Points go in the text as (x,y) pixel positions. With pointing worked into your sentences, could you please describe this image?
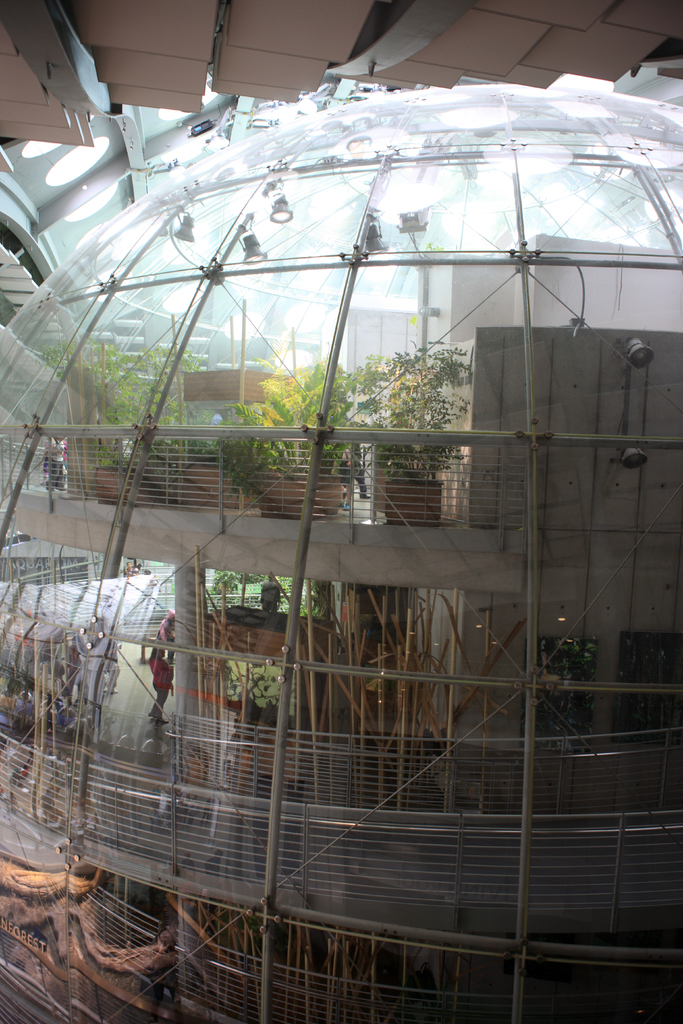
Here in this picture we can see building (254,288) present, in which we can see plants (171,452) present on each floor (138,650) and we can see people (152,666) standing on the floors (131,662) over there and we can also see lights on the roof (287,166) present over there.
